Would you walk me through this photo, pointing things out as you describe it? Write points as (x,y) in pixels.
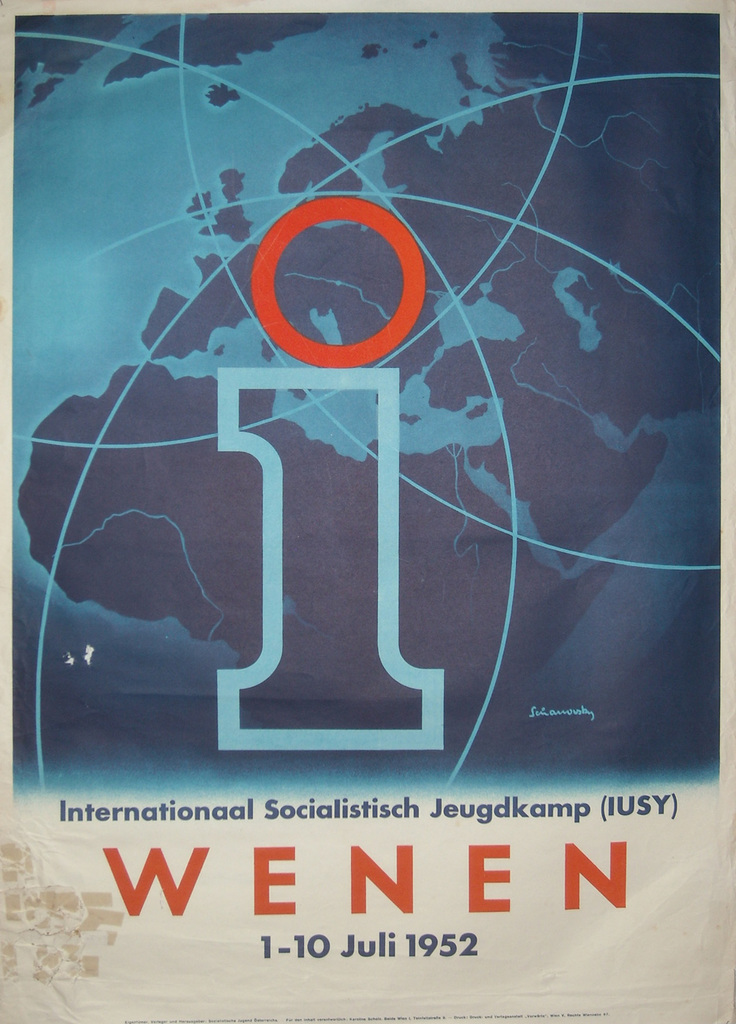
In this image we can see a poster (587,747) with map (591,405) and some text (402,893) on it.
